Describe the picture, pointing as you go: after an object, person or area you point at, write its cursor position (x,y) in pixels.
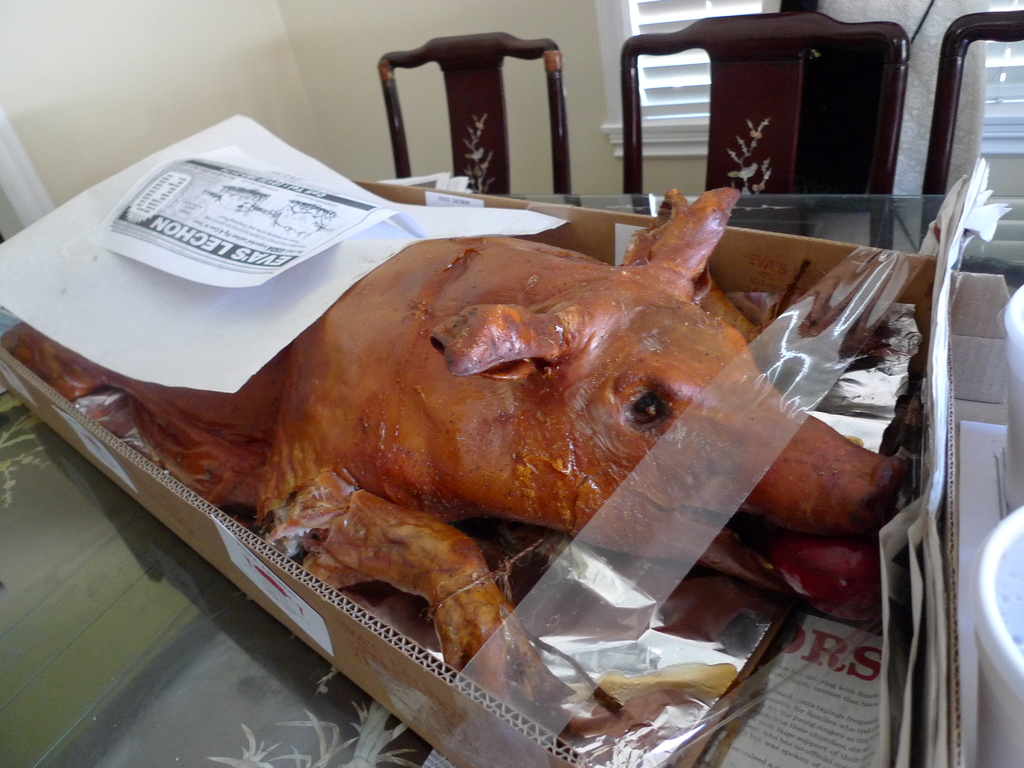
In the center of the image (452,272), we can see a pork (466,427) in the box (749,280) and there are papers (927,495), containers (1008,328) are on the table (238,609). In the background (454,110), there are chairs (946,82), cloth (931,76) and we can see a window (682,23) and a wall (195,78).
